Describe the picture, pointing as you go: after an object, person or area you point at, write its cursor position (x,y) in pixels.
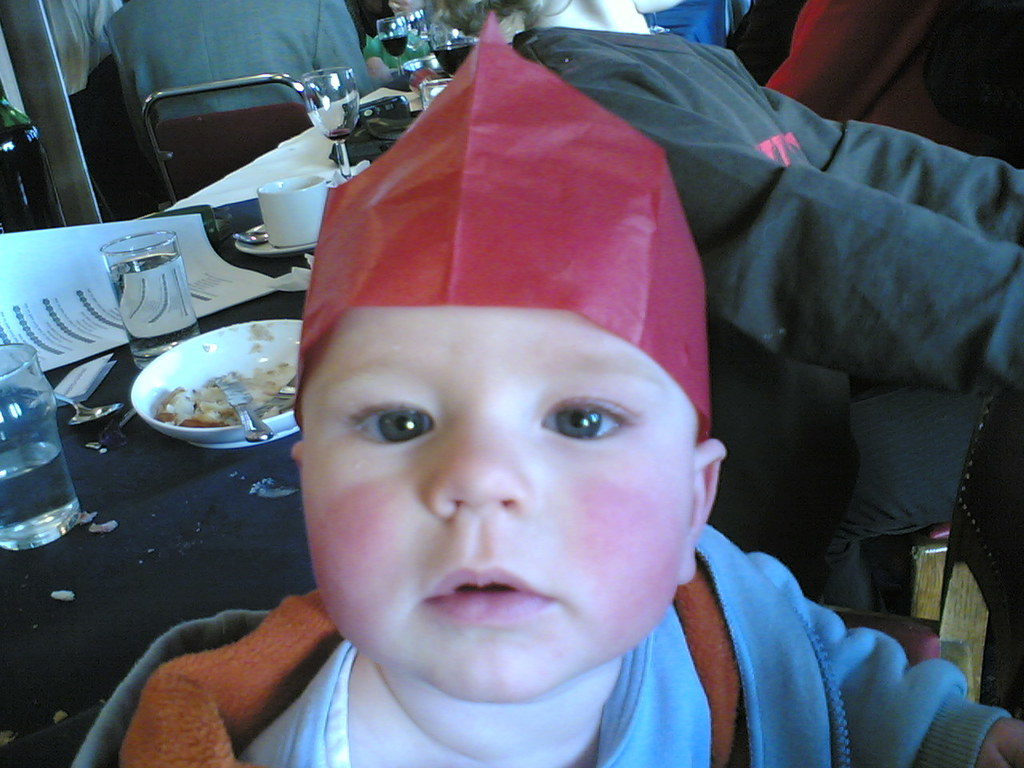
In the image there is a baby (541,521) with pink cheeks (592,544) and red cap (525,303) in the front (664,594) and behind him there is dining table (250,270) with cups (268,205), plates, spoons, fork (256,422), water glasses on it with people (266,40) on either side of it.
